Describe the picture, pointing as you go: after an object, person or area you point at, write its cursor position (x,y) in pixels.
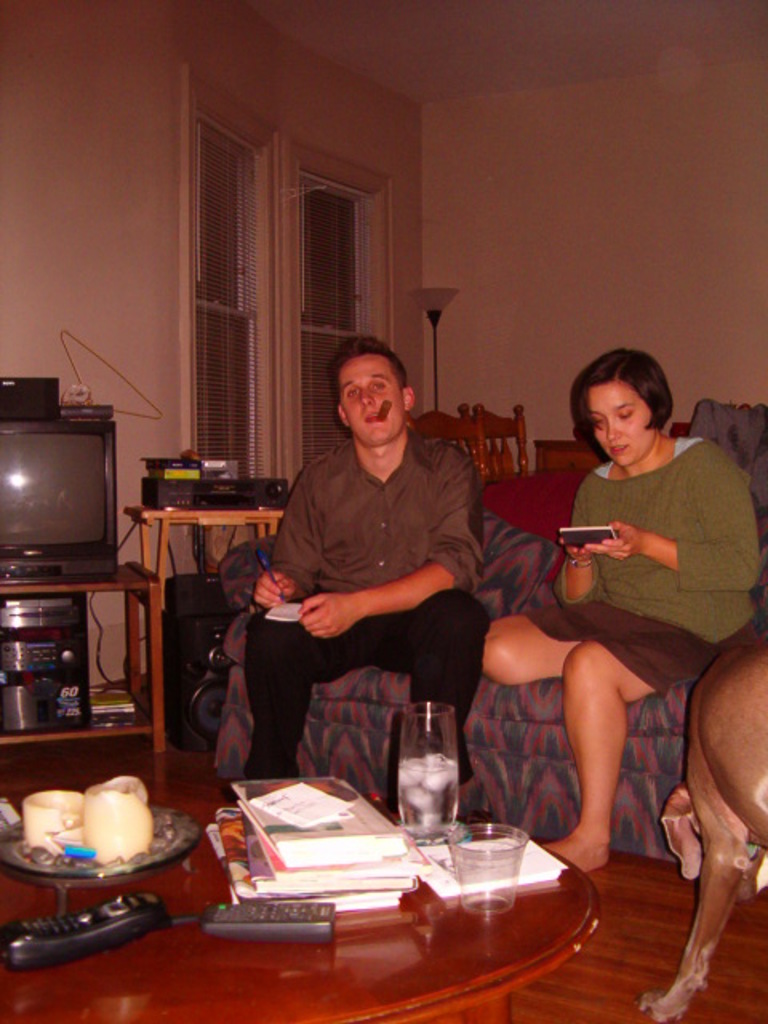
In this image I can see there is a man (371,501) and a woman (605,547) who are sitting on a couch (516,721). I can also see there is a table (325,954) with a glass (423,820), few books (371,863) and other objects (292,810) on it. There is also a TV (75,514) and wall (166,297) with a window (307,268).
